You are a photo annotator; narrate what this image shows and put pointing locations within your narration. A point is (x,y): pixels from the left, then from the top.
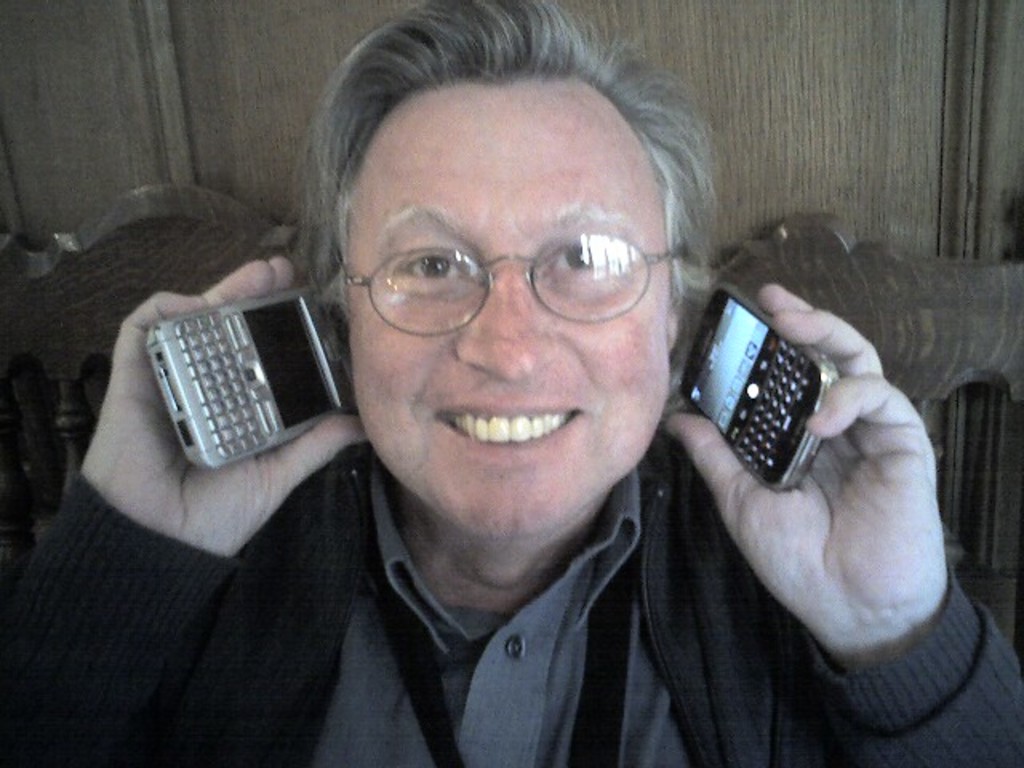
This is the picture of a man (489,612) in black coat (234,631) holding two mobiles (260,375) in his hand (824,518). Background of the man (378,355) there are chair (924,315) and a wall (792,139).
